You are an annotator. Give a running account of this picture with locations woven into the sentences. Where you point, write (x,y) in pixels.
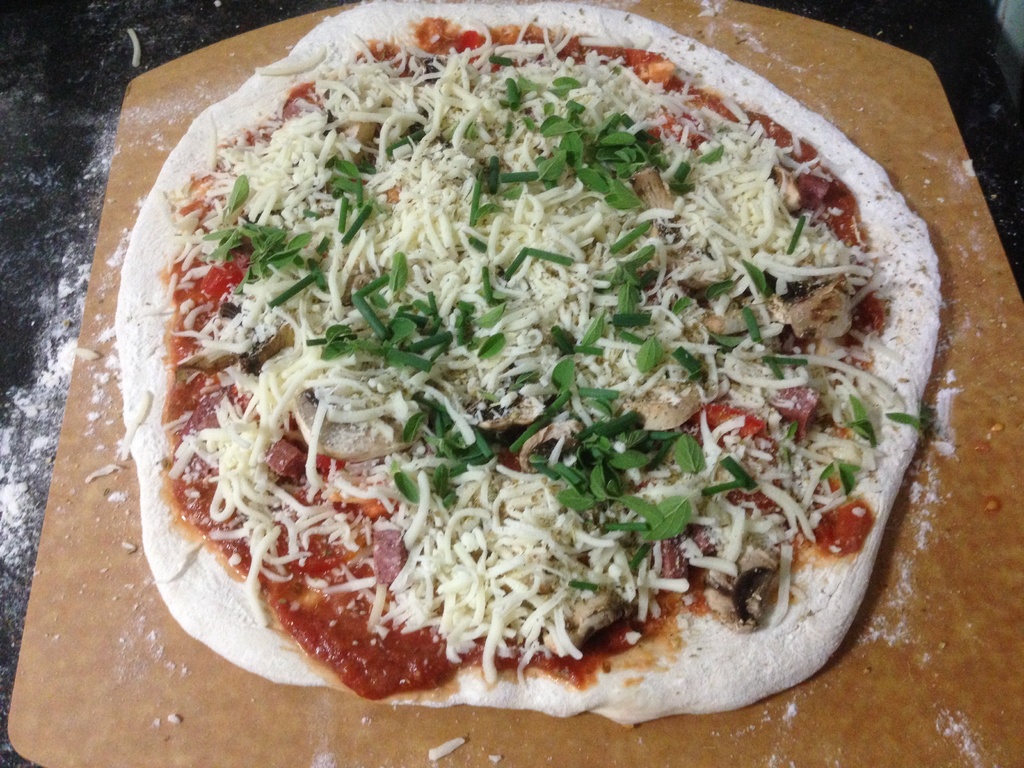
In this picture we can see a wooden tray (230,711) which contains pizza (200,455) and dry powder (43,463) are present on the surface (104,161).
